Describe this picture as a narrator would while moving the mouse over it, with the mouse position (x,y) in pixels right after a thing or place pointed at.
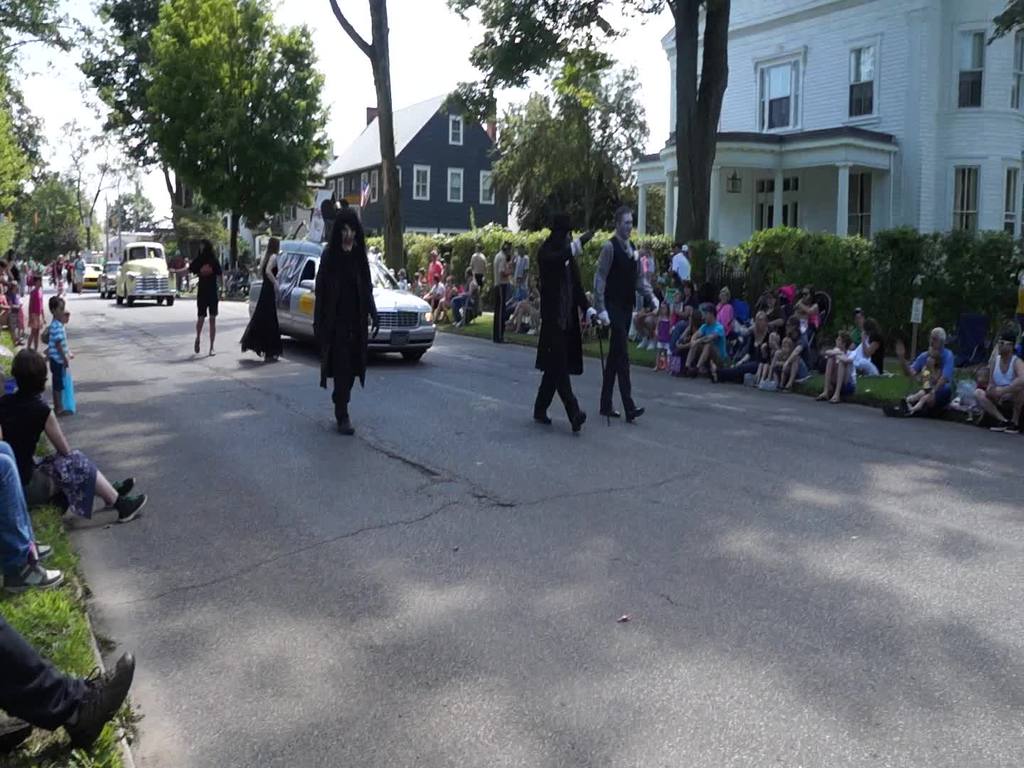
In this image, we can see vehicles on the road (481,633) and there are many people (441,282) and some of them (350,267) are wearing costumes (323,295). In the background (416,139), there are trees (591,196), buildings (364,158) and boards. At the top (425,23), there is sky (403,27).
